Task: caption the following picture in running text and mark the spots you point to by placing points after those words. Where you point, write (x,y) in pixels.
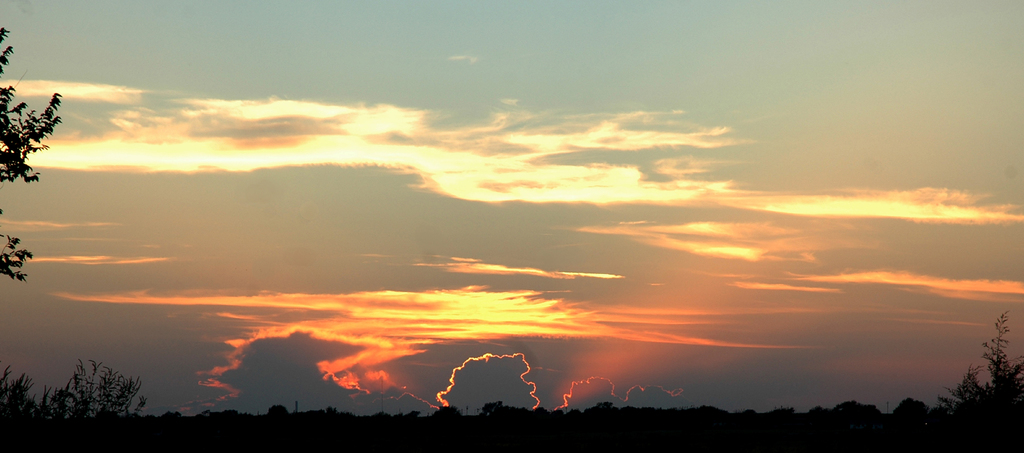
This picture is clicked outside the city. In the foreground (661,451) we can see the plants (593,434) and trees (309,429). On the left corner (28,142) there is a tree (4,259). In the background (387,241) there is a sky (389,239) with the clouds (456,331).
